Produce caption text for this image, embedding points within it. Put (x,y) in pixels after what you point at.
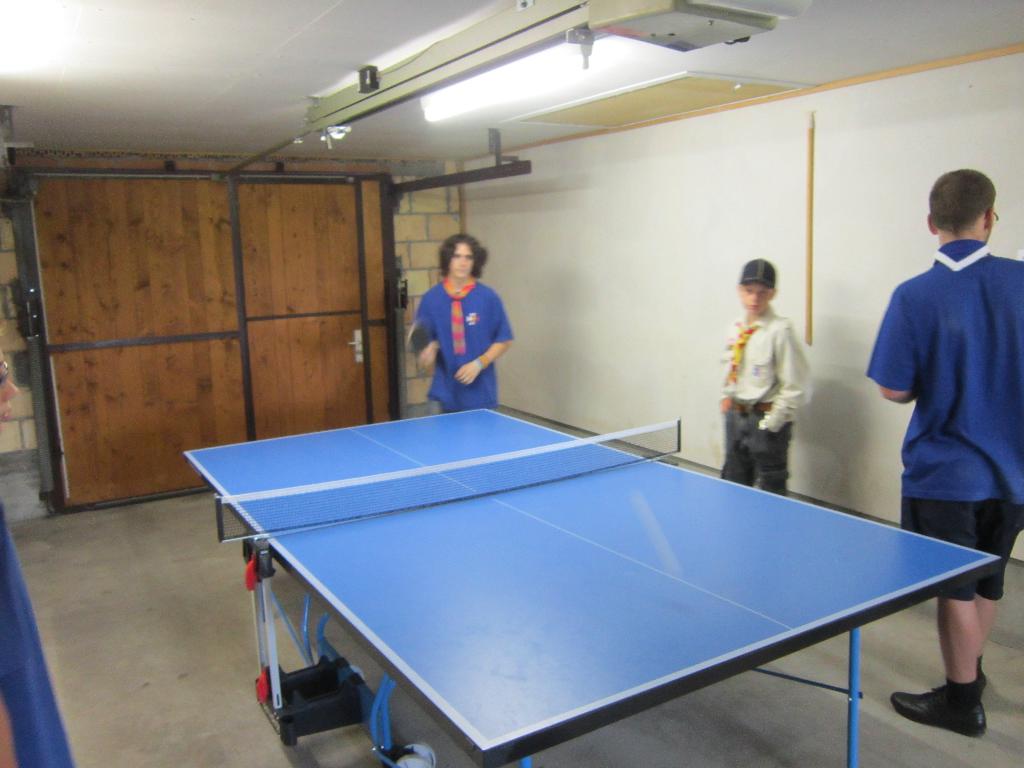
In this picture there are three persons (1001,458) were standing near to the table tennis board (590,518). At the back (319,252) I can see the wooden door (319,252). At the top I see the tube lights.
